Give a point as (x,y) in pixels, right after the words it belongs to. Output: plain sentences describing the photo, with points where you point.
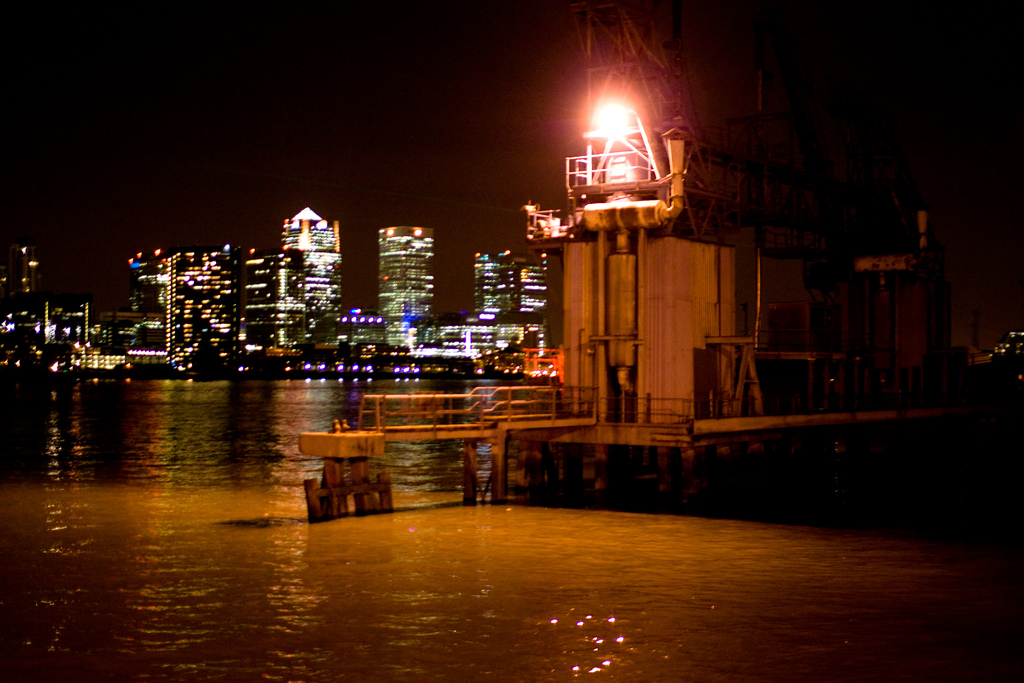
In this picture we can see water (442,518), an object (623,273) and behind the water (225,451), there are buildings (290,328) with lights (413,314).
